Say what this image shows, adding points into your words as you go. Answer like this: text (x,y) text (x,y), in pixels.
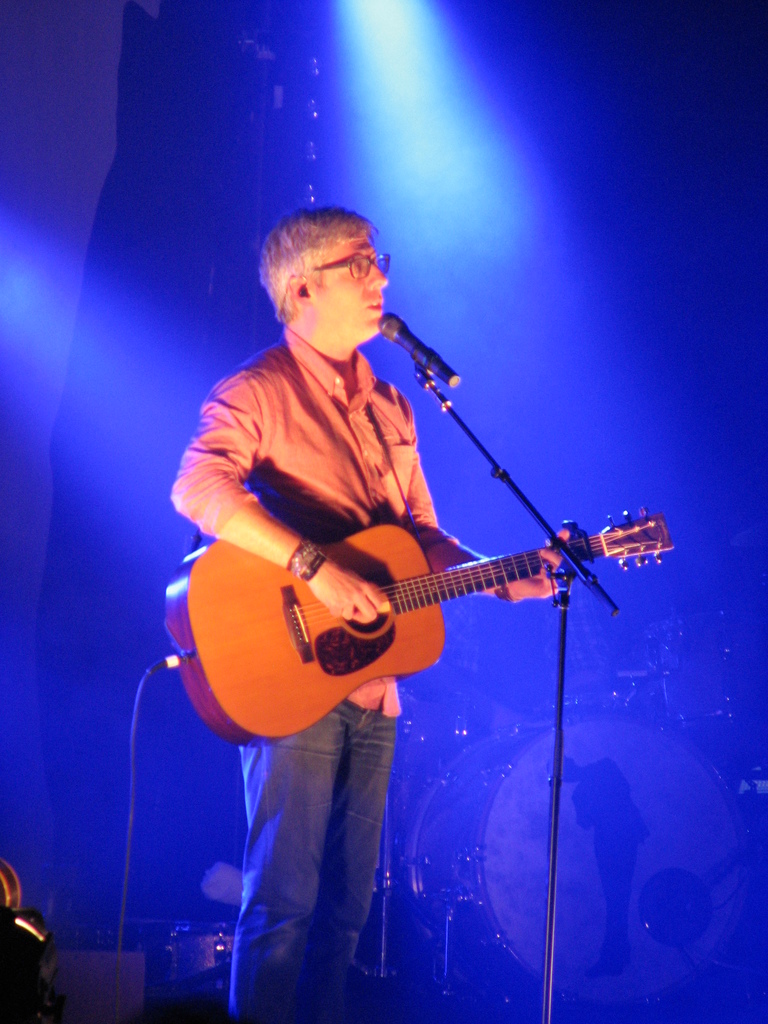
In this image I can see a man (287,553) standing and playing the guitar (274,639). In front of this person (362,358) there is a mike stand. It seems like he's singing. In the background (421,851) I can see the drums (628,877).
